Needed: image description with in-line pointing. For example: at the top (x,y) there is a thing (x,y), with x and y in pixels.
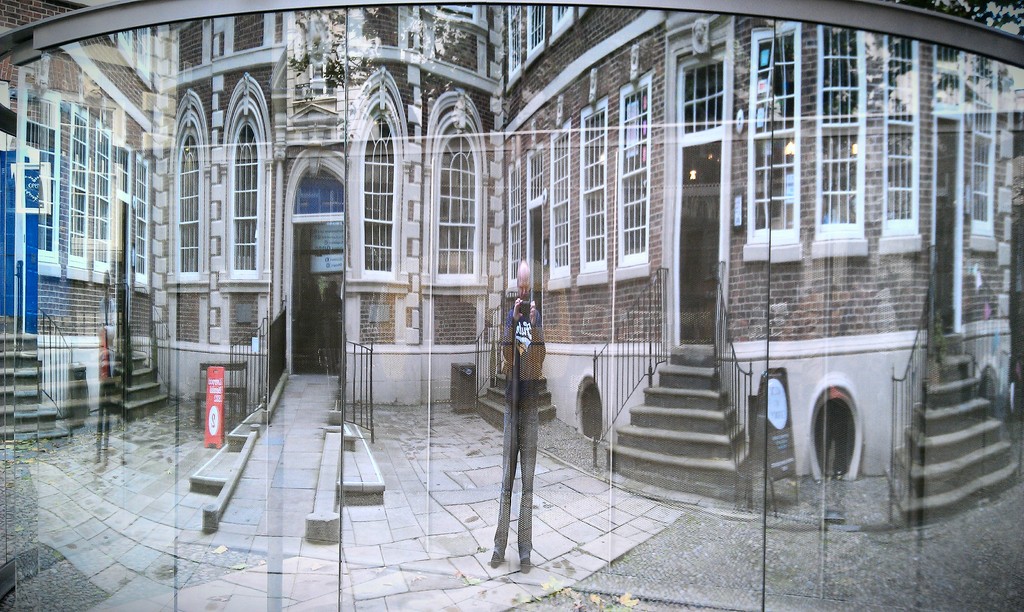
A man (534,389) is standing holding an object (529,312), this is a building (509,240) and a door (700,268).
